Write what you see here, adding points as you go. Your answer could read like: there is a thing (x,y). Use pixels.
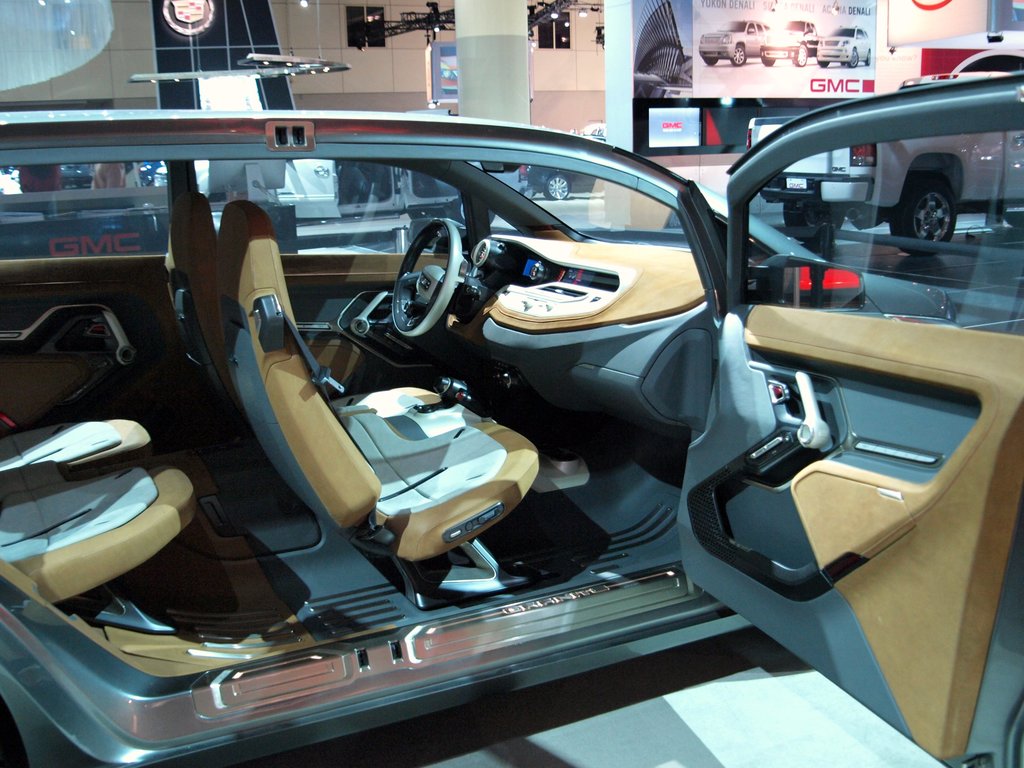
In this picture we can observe a car (239,563). On the right side (760,409) there is a door (828,390) opened. We can observe steering (444,272). This car (473,145) is in the showroom (406,100). In the background (478,104) we can observe a pillar (493,56), poster (651,89) and a wall (547,80).
